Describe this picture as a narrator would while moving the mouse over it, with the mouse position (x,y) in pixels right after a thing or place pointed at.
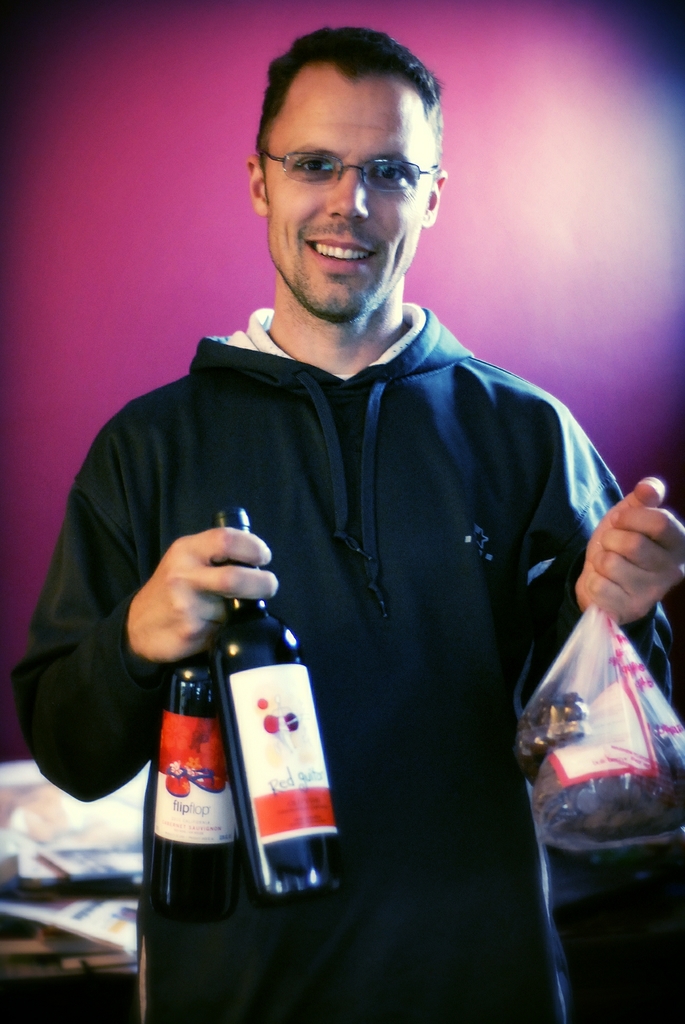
In the image there is a man (311,576) wearing a hoodie (328,484) holding two wine bottles (222,809) and cover (623,748) in his other hand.
